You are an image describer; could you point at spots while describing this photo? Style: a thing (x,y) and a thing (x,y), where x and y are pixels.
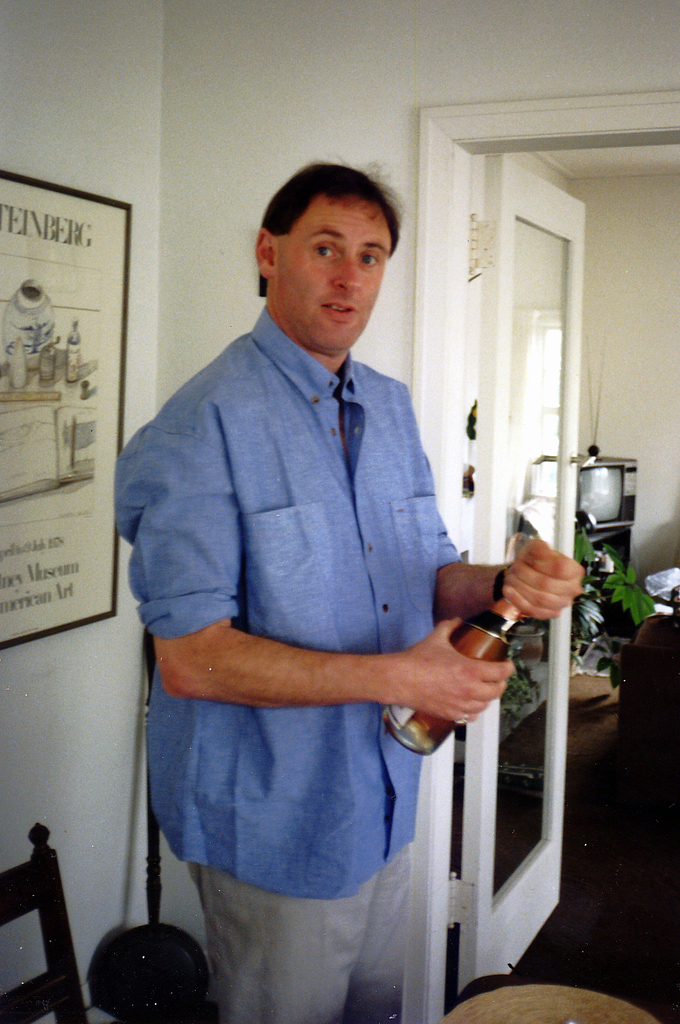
In this picture, we can see a person (381,707) holding a bottle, and we can see the ground (558,931) with some objects (527,986), and the wall (671,473) with door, and some objects (27,250) attached to it, and we can see some object (152,906) in the bottom left corner (15,1011).
